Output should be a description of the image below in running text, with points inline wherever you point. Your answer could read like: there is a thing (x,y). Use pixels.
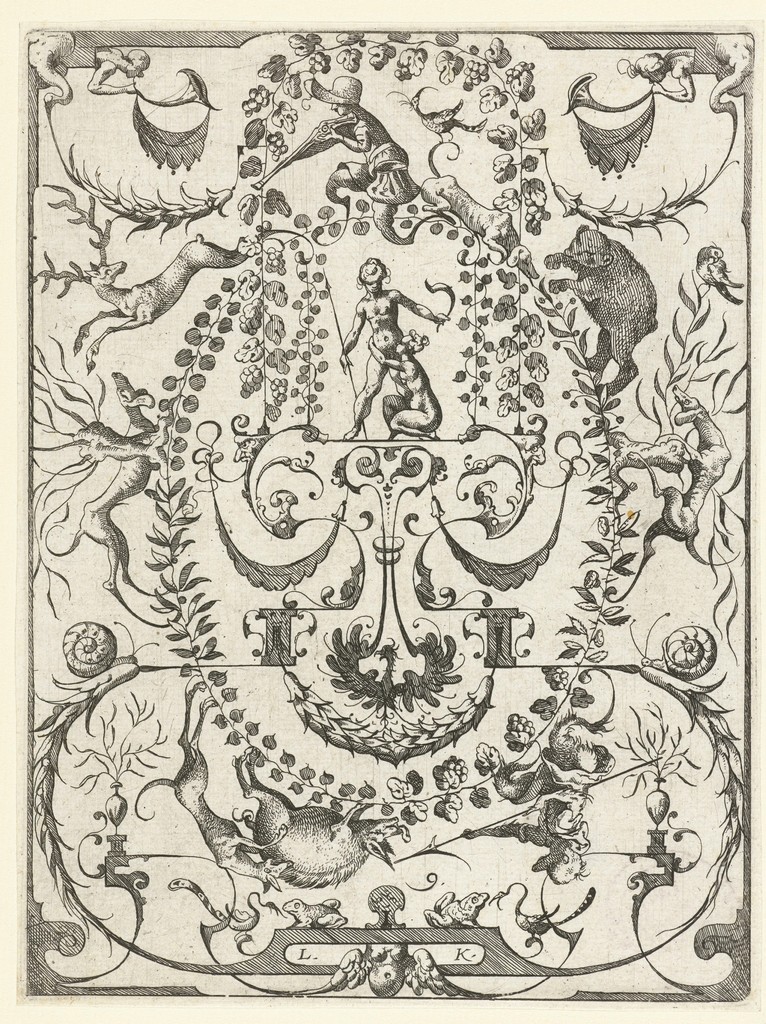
In the picture I can see the drawing of a person (329,102) holding the horn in the hands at the top of the picture (334,88). I can see the drawings (498,233) of animals (613,276) in the picture. I can see the drawing of a person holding the stick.
